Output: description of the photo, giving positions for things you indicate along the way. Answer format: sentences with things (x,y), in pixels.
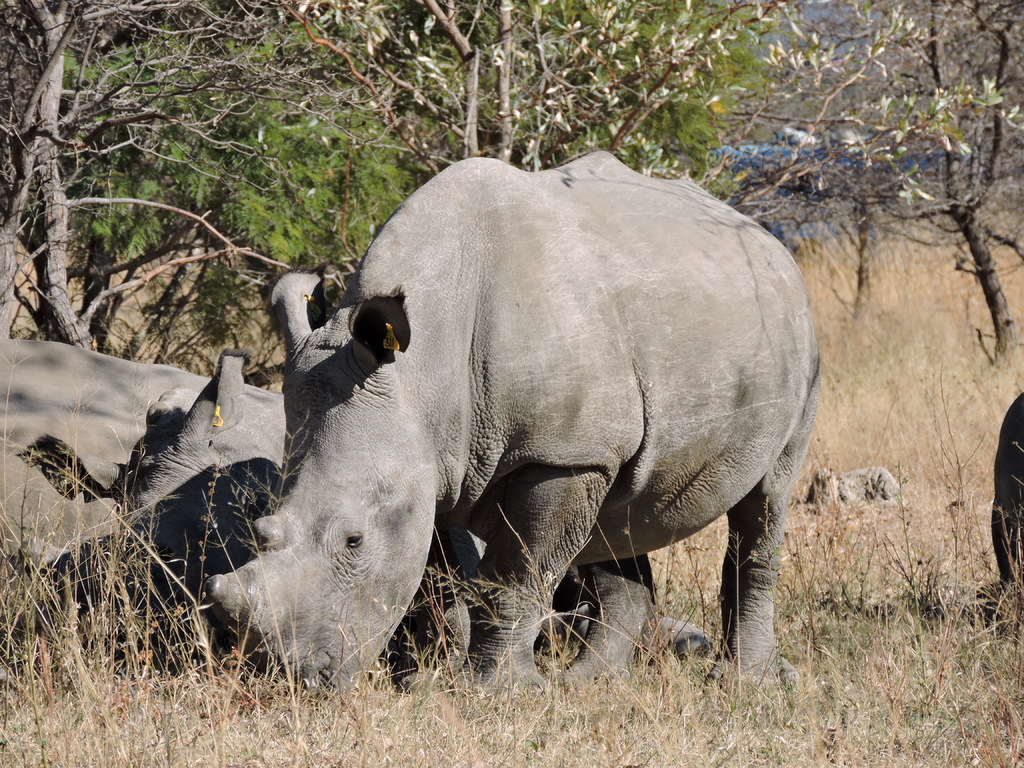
In this image we can see the rhinoceros (507,339) on the ground (846,419). We can also see some plants (823,608), grass (841,432), a group of trees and the sky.
